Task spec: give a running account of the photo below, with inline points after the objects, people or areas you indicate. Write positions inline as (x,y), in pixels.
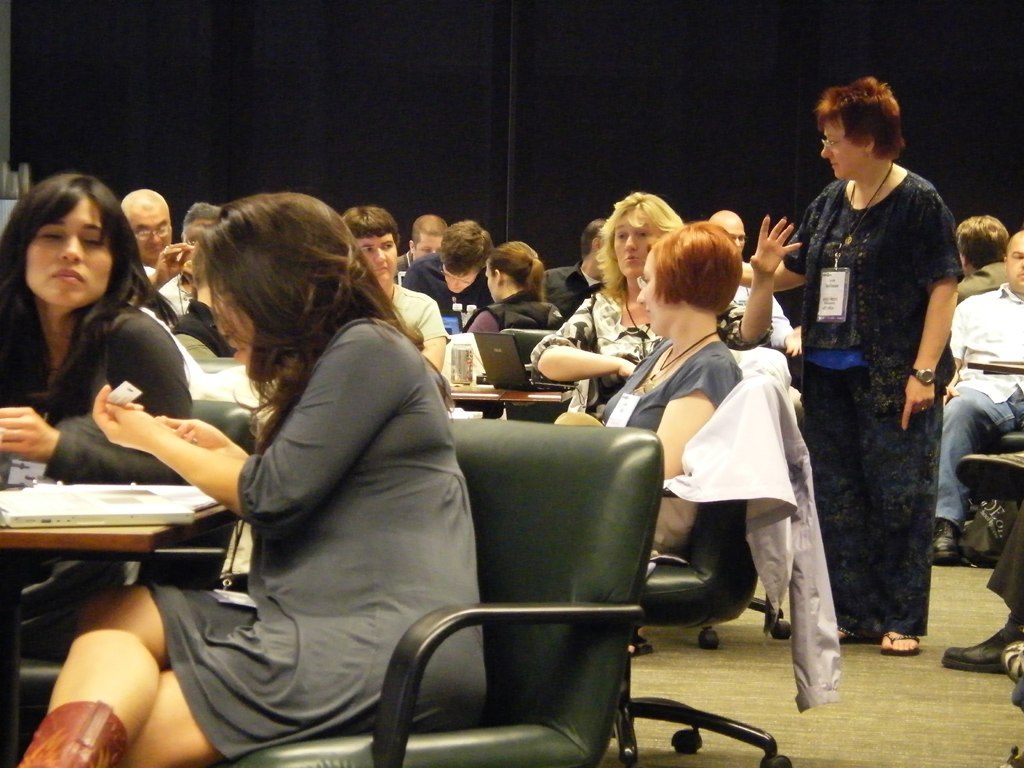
In this picture there are persons (228,270) sitting and there is a person (895,343) standing and there are tables (63,542), on the tables (455,392) there are objects (503,380). In the background (426,93) there is a curtain (575,114) which is black in colour.
